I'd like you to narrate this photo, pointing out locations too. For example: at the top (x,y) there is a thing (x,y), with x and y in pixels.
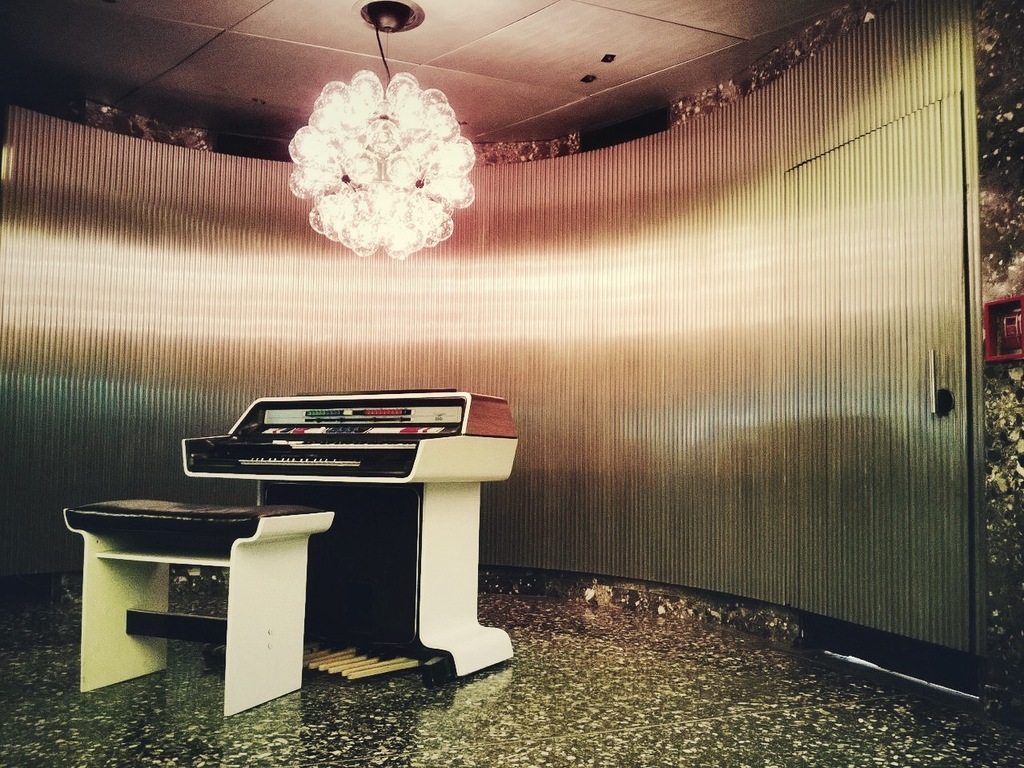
Here we can see a bench (98,529) on the floor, and here is the piano (227,455) and in front here is the wall (689,297), and here is the door (868,326), and at above here is the chandelier (375,156).
